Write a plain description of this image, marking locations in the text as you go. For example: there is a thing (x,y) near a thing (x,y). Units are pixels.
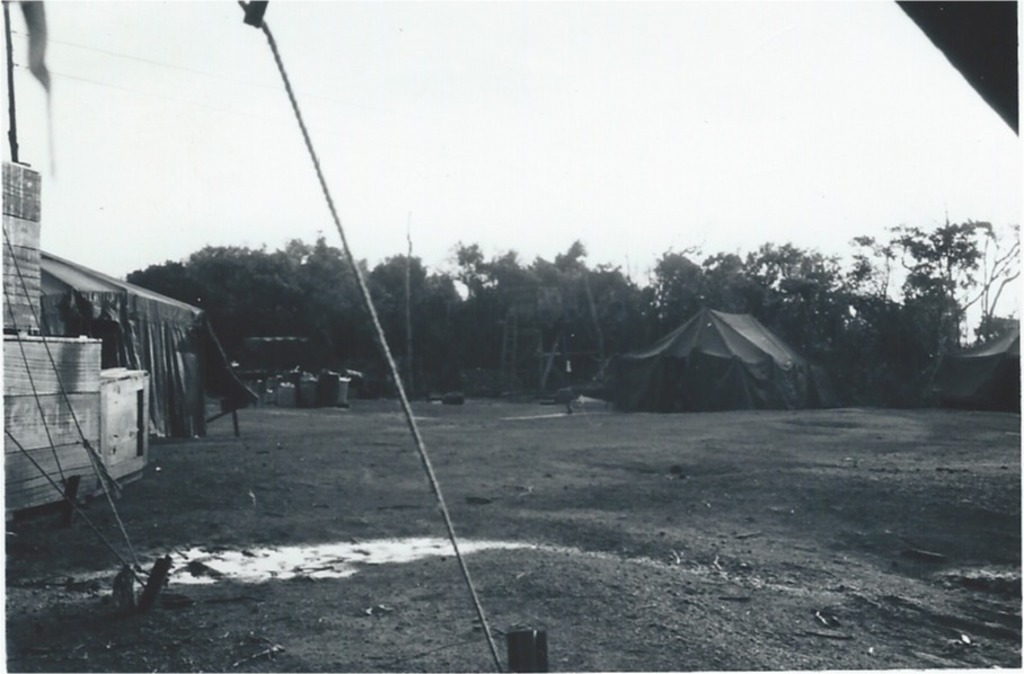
In this image we can see the tents (199,344) for shelter. We can also see the trees (422,299), ropes (351,265) and also the house (42,320) on the left (38,407). At the top (448,87) we can see the sky (491,232) and at the bottom (513,496) we can see the soil land (749,526).
